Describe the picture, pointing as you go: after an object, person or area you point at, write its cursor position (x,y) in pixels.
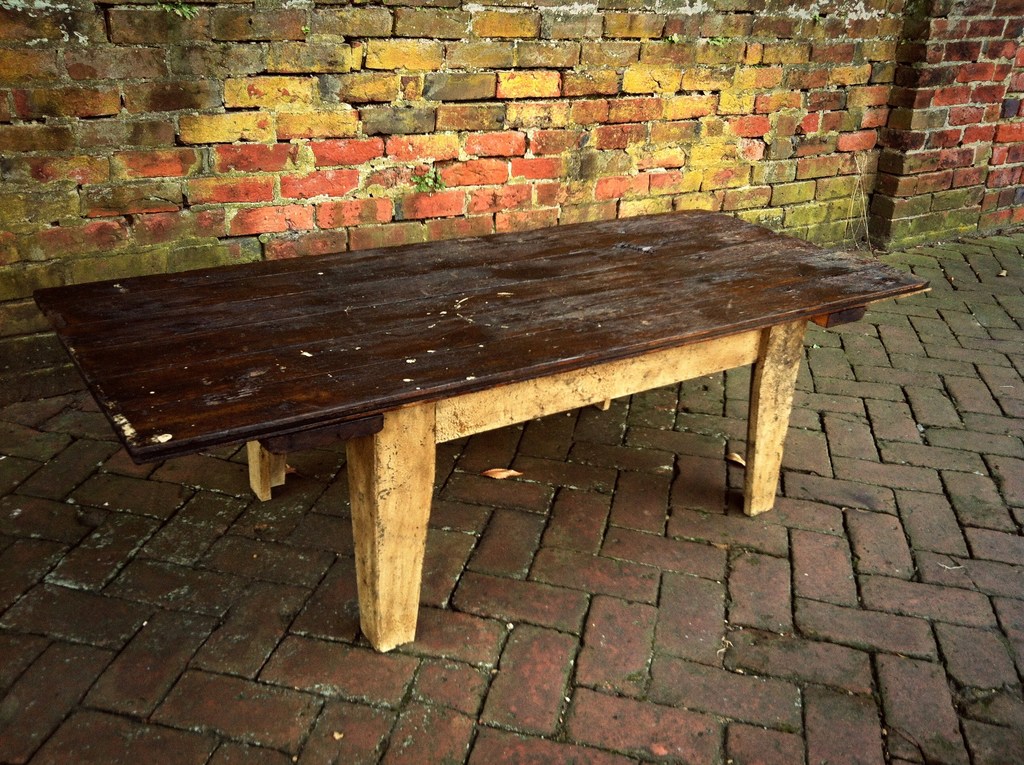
In this image we can see the wooden bench (548,344) on the floor (708,639). In the background (78,65), we can see the brick wall (670,181).
